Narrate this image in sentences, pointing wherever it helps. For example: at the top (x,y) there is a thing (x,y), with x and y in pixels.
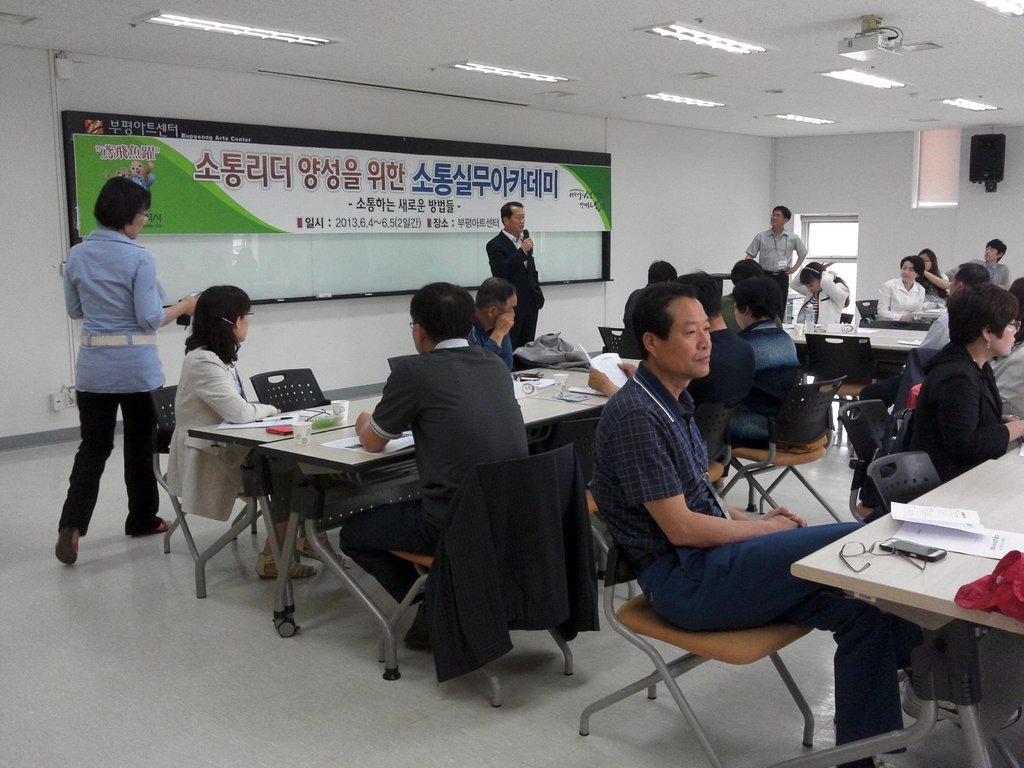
in this image most people (666,527) are sitting on the chair (612,543) and some of the people (685,523) they are talking each other and some of the people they are standing on the floor (846,451) and the room (881,260) has tables (405,498), chairs (775,437) some papers (343,440) and mobiles (281,428) and glasses (891,543) and background (603,121) is white.
